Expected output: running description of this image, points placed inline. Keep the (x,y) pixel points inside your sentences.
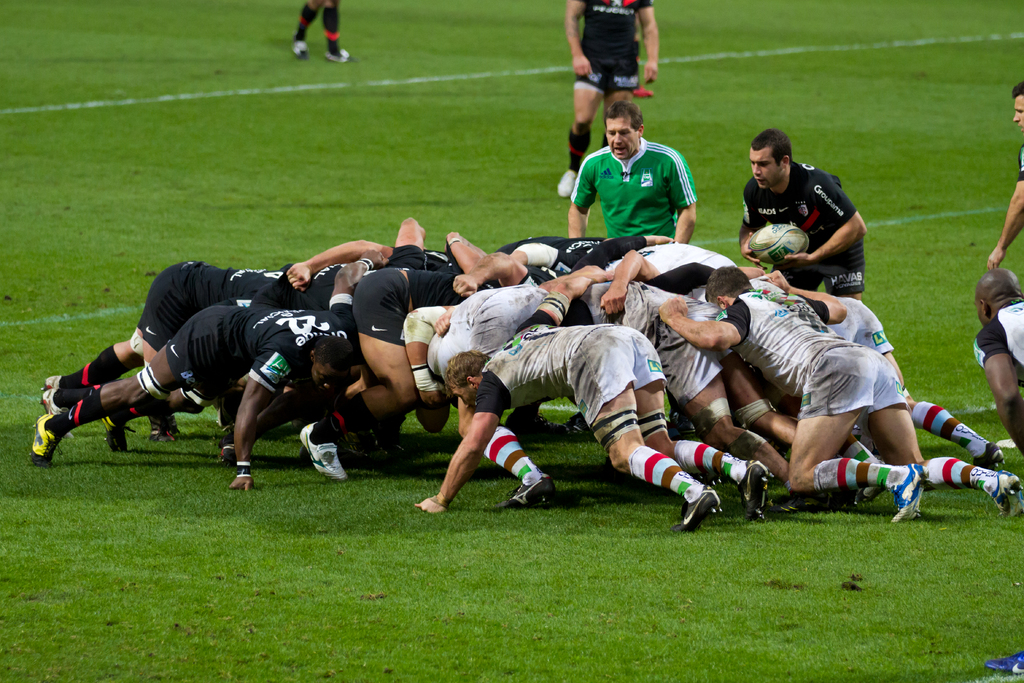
In this image, we can see persons (670,392) wearing clothes (352,428) and playing rugby. There is a person (835,250) on the right side of the image (835,256) holding a ball (774,231) with his hands (807,257). There is a grass (838,60) on the ground (394,118).
